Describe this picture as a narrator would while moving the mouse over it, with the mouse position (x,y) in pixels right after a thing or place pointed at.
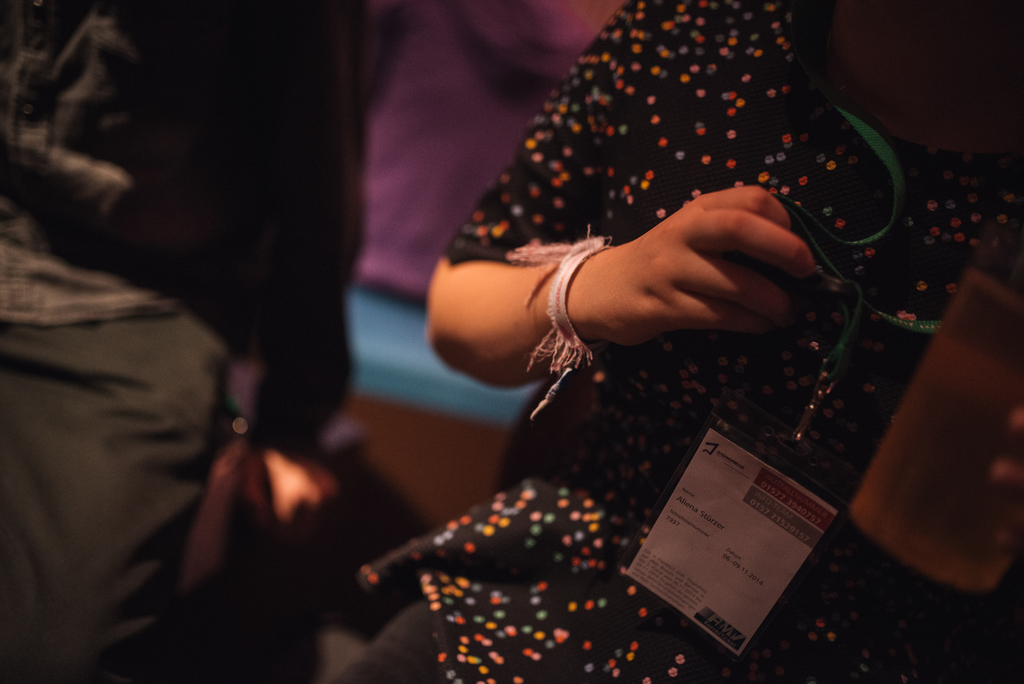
In this image, we can see a person (749,277) holding id card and a glass (903,421) and there are some other people (262,217) in the background (285,216).
